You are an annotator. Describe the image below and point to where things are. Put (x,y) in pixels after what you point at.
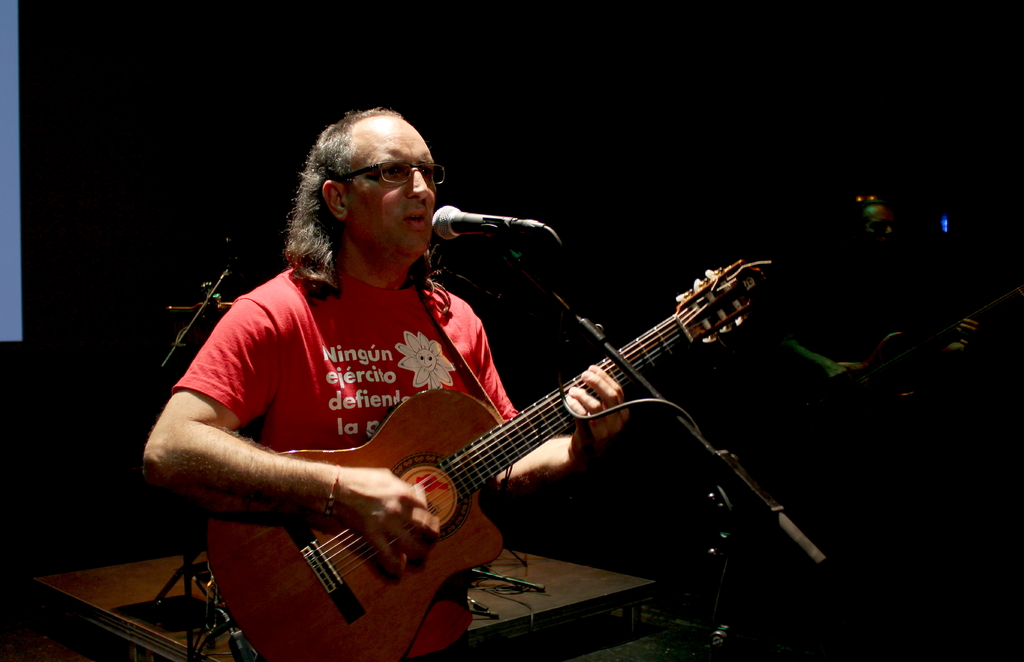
In this image I can see a man (418,375) is holding a guitar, I can also see a mic (449,210) in front of him. Here I can see he is wearing a specs (364,169) and red color of t shirt (307,356).
